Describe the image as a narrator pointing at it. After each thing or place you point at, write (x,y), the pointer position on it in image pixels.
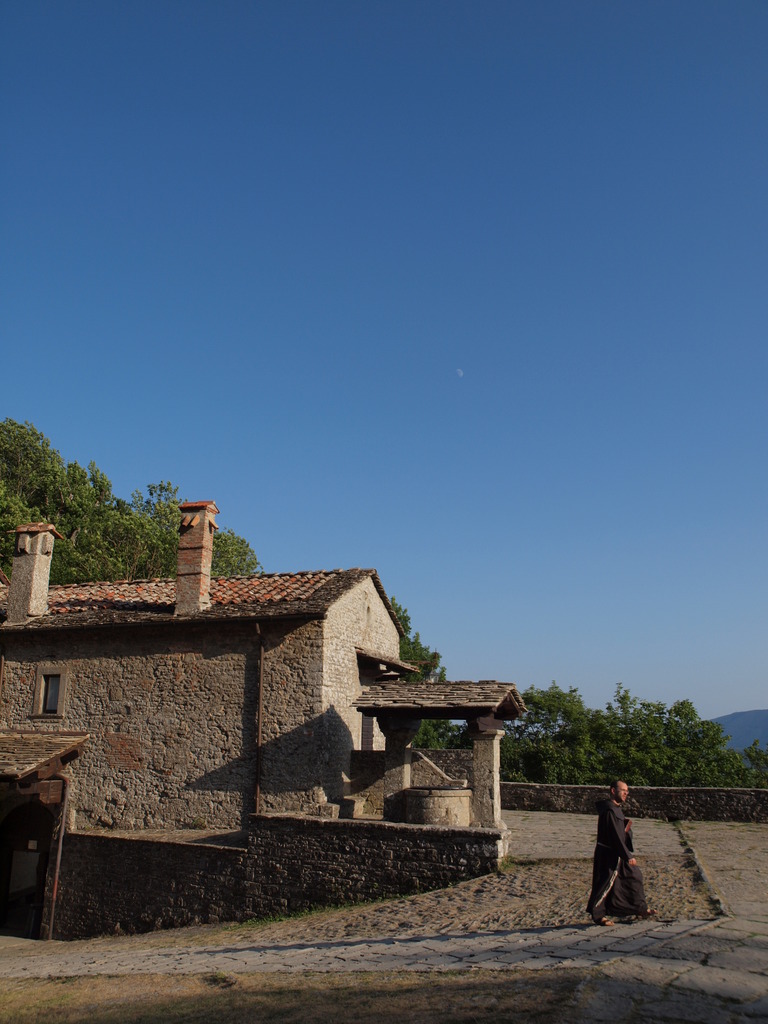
In this image there is a house (330,790), in front of the house (114,699) there is a person (606,874) walking on the path (643,870). In the background (635,742) there are trees (20,519) and the sky (477,501).
